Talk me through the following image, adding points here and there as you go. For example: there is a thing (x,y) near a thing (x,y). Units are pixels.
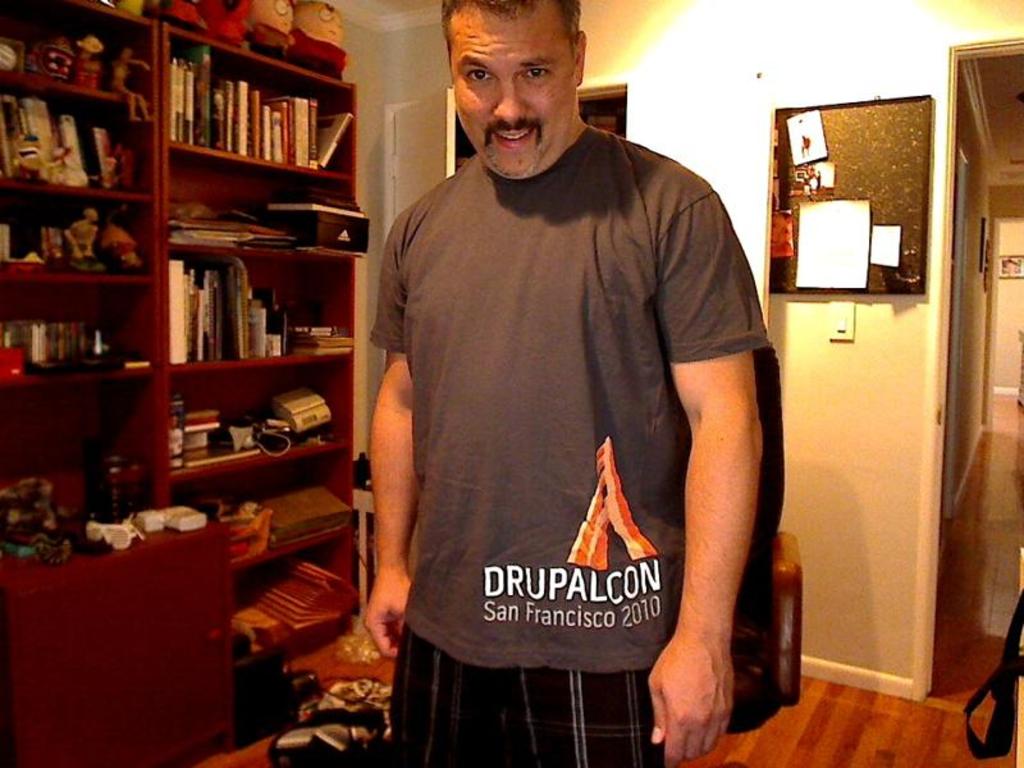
In the middle of the image (388,391) a person (555,24) is standing and smiling. Behind him we can see some chairs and wall (416,74), on the wall (364,136) we can see a door (444,133) and cupboard (325,109). In the cupboard (20,186) we can see some books (297,106), toys (300,53) and we can see a board (909,129) and frames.
